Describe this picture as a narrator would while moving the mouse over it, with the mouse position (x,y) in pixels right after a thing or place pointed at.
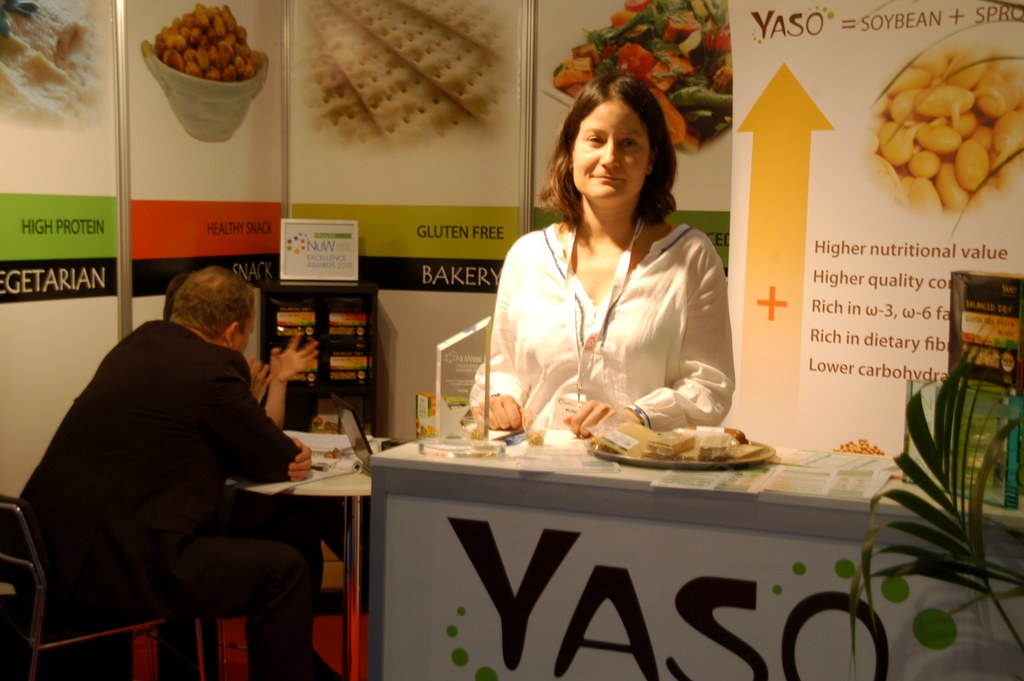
In the center of the image (638,305) we can see a woman (595,294) standing and smiling in front of the food items (685,452), papers (807,463) and a prize (458,418) on the white counter (762,499). We can also see the black color text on the table (809,553). On the left (104,392) we can see two persons (189,465) sitting on the chairs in front of the table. We can also see a frame (308,270) on the black color surface (346,287). In the background (33,258) we can see the images (76,50) and also text (270,274) on the wall (142,172). There is also a banner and also a plant (944,535) on the right (955,558).
